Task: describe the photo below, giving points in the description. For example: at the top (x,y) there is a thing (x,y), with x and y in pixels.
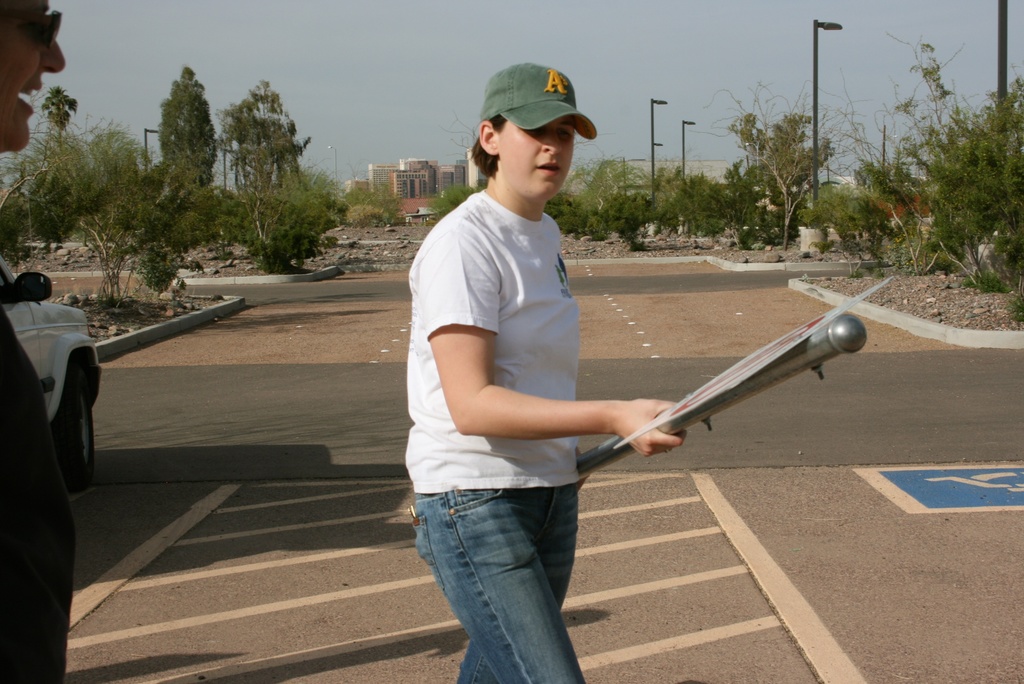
In this picture we can see a person (485,449) holding a signboard (661,419) to the pole (832,346) in his hand (668,436). There is a vehicle (13,303) on left side (50,384). We can see few trees (569,200), street lights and a building (418,210) in the background (287,175). We can see another person (58,591) on left side (10,589).
